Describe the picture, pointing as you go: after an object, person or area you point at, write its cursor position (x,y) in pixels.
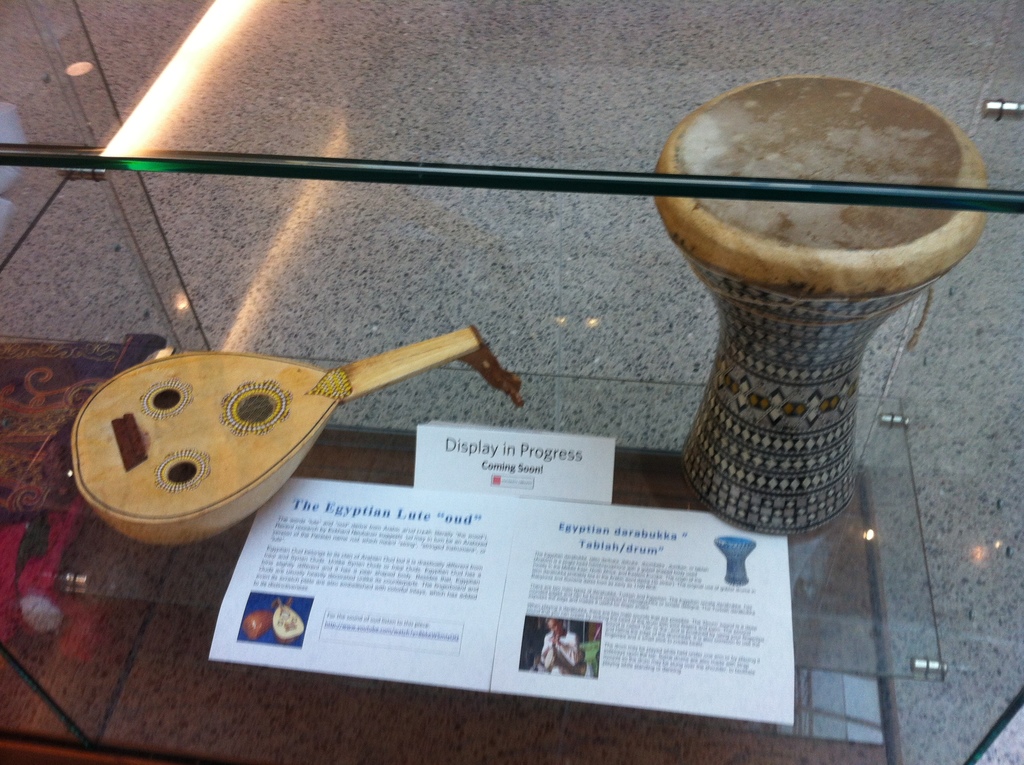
In this image we can see musical instrument (212,417) are kept in a glass rack (992,717). And name plate (498,487) and paper (561,588) is also there.
